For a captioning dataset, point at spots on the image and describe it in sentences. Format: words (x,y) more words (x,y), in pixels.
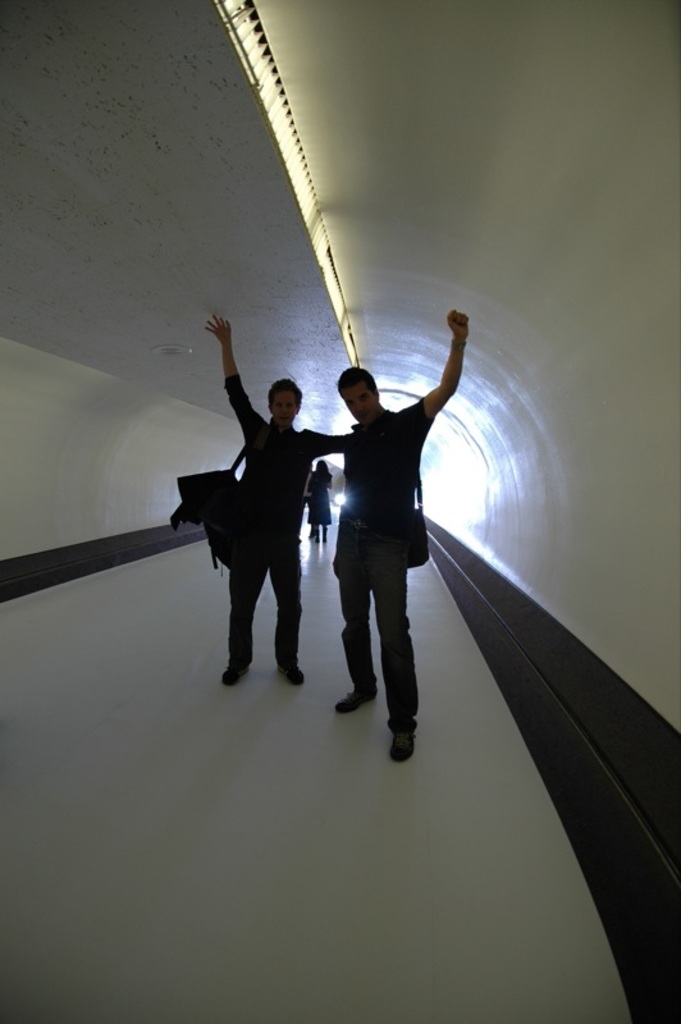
This picture shows a few people (320,500) are standing and couple of them wear bags (410,544).
